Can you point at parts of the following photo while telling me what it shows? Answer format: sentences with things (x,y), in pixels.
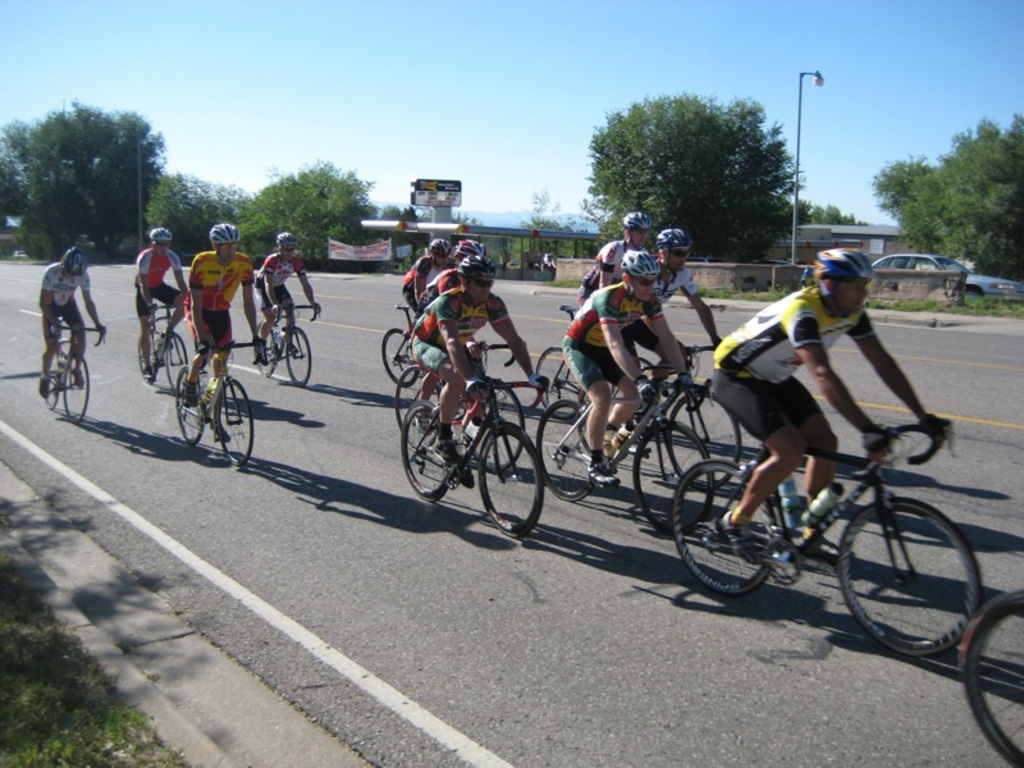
In this image we can see a group of people (924,410) wearing helmets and goggles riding bicycles (634,455) on the road (531,315), there we can see two poles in which we can see a light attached to one of the poles (798,137), a vehicle (913,259), a building (890,239), a shed (478,231) and a board (443,197) above the shed (387,225), few trees (394,218), grass (985,301) and the sky (513,88).
